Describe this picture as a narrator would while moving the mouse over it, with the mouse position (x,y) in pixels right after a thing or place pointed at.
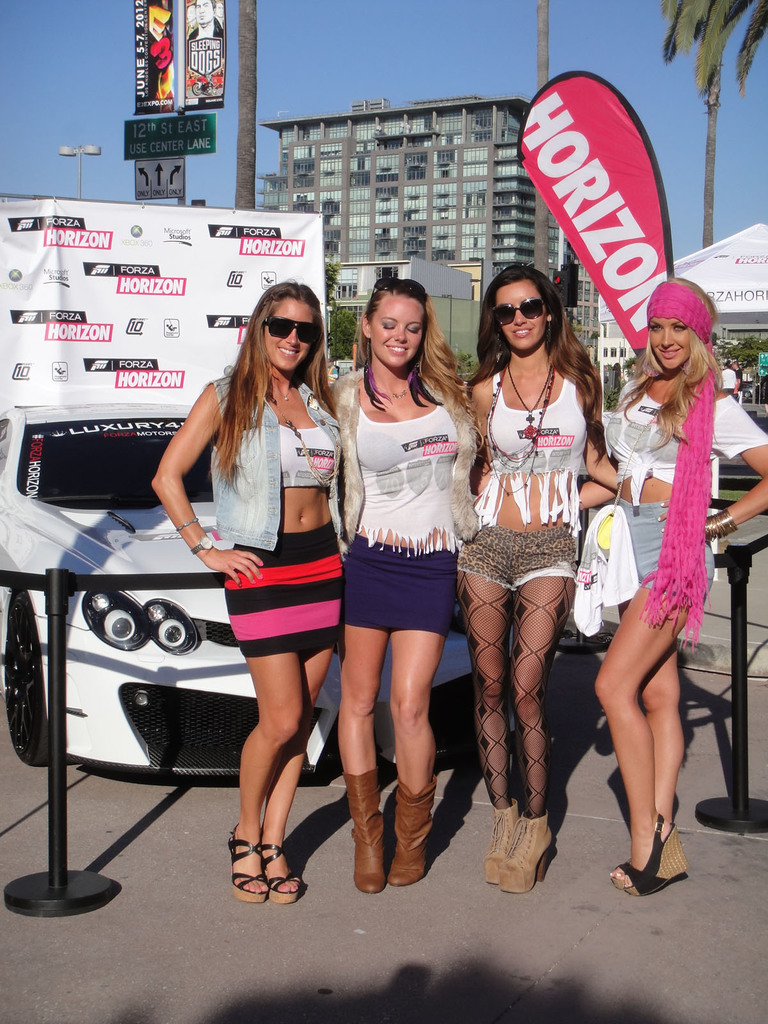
This image consists of four women (470,488) standing in the front (406,835). At the bottom (340,977), there is a road (275,979). Behind them, there is a car (147,597) in white color along with a banner (574,250). In the background (460,182), we can see a building (364,181). On the right (755,291), there is a tree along with a tent (740,284). At the top (70,87), there is sky (74,188). On the left (158,129), there are boards (159,163).
